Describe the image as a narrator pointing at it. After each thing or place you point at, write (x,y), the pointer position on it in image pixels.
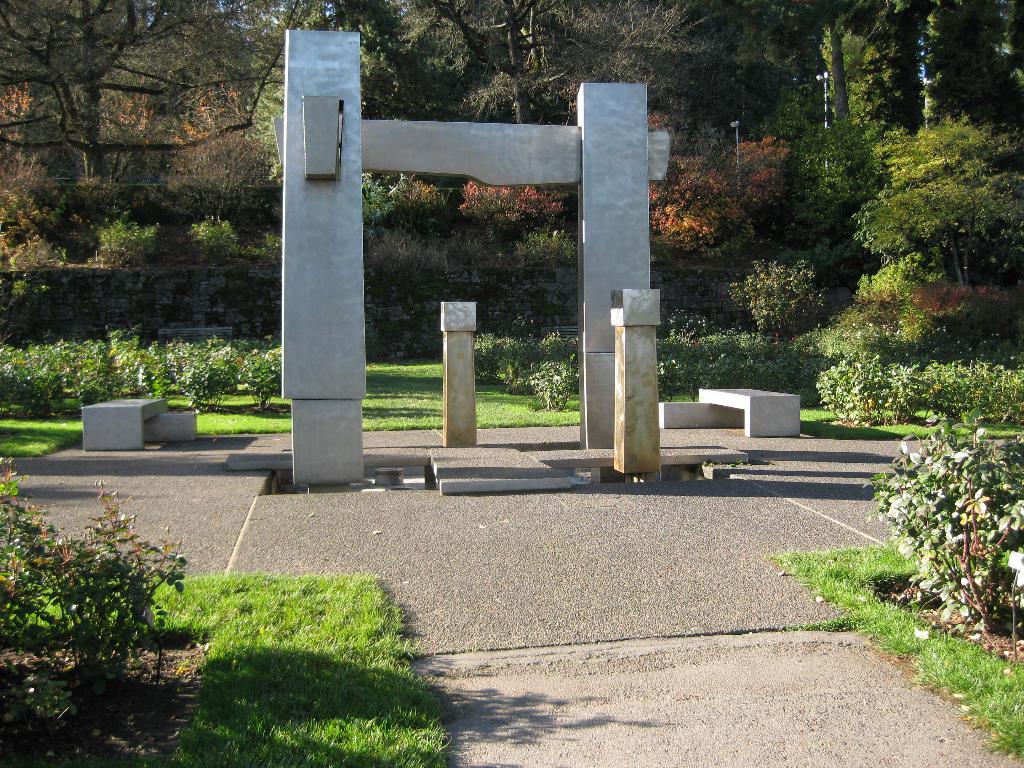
In the foreground of this image (772,714), On the bottom (816,751), there is pavement (844,740), grass (248,694) and plants (104,676) are on either side. In the middle (354,466), there is a monument (401,164) like an object (335,450) and few stones (181,426). In the background (389,397), there are plants (229,382), grass (389,397) and the trees (229,40).
